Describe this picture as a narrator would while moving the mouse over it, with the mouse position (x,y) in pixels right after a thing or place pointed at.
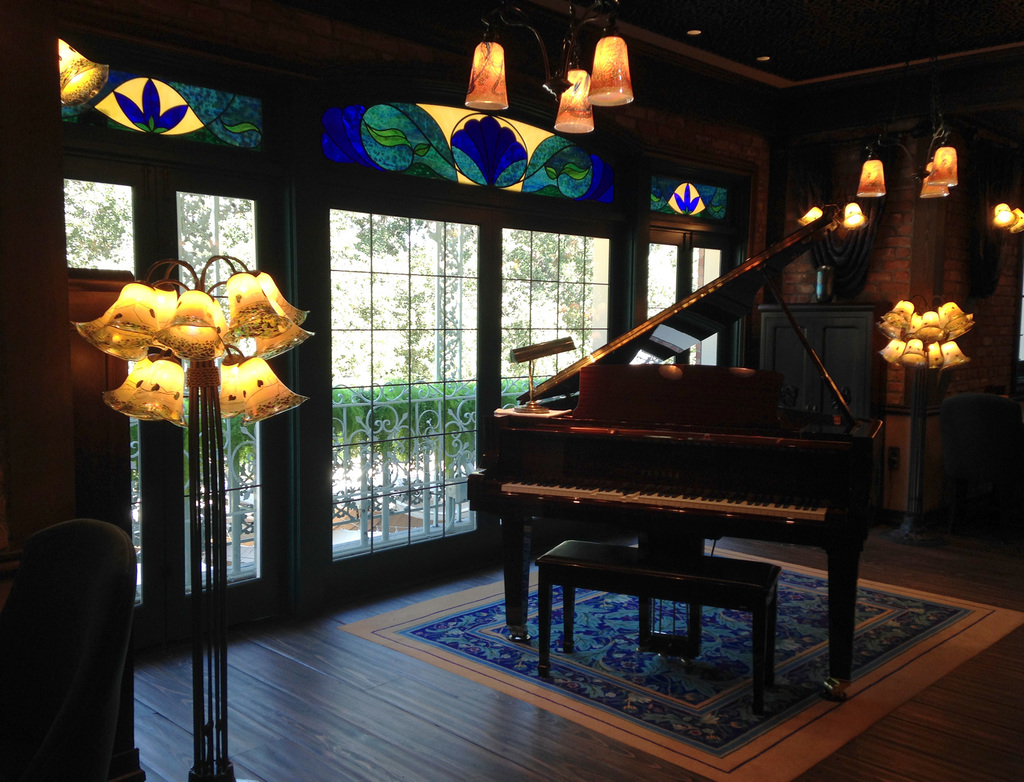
This is an indoor picture. Here we can see lights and a decorated painted glass doors (439,148). These are doors (373,473). through doors (462,345) we can see trees (522,316). This is a floor (387,732) and a floor mat (783,697). This a musical instrument piano table (732,434).
